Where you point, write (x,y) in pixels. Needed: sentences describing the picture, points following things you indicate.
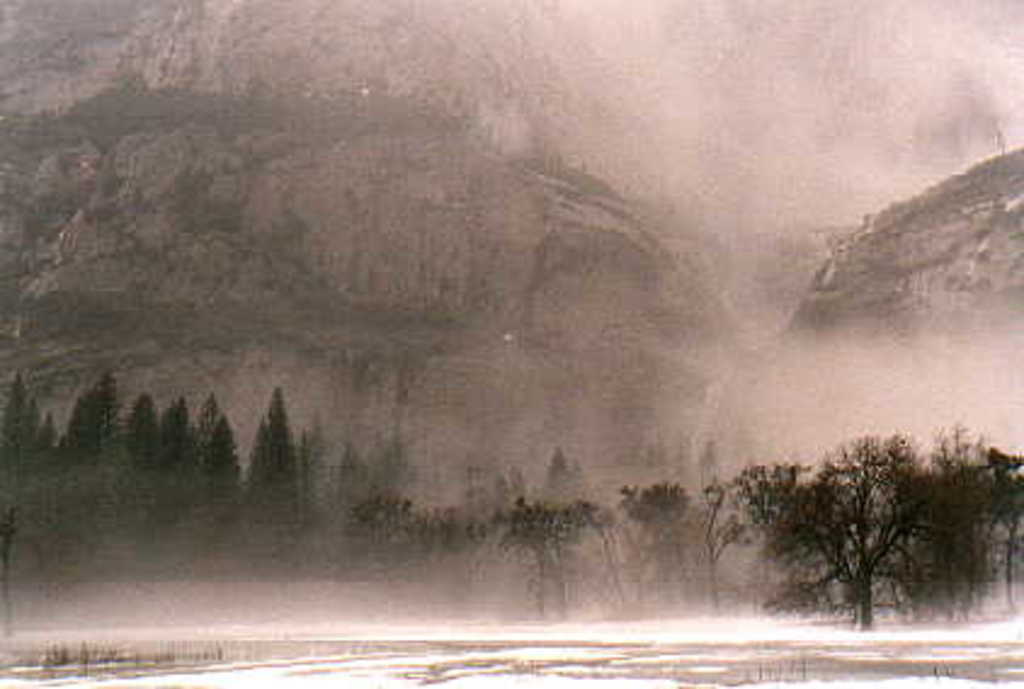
This is a black and white picture. In the middle of the picture (402,450), we see the trees (847,532). In the background (416,393), we see the hills (576,266). It might be raining. This picture is blurred in the background (445,264).
